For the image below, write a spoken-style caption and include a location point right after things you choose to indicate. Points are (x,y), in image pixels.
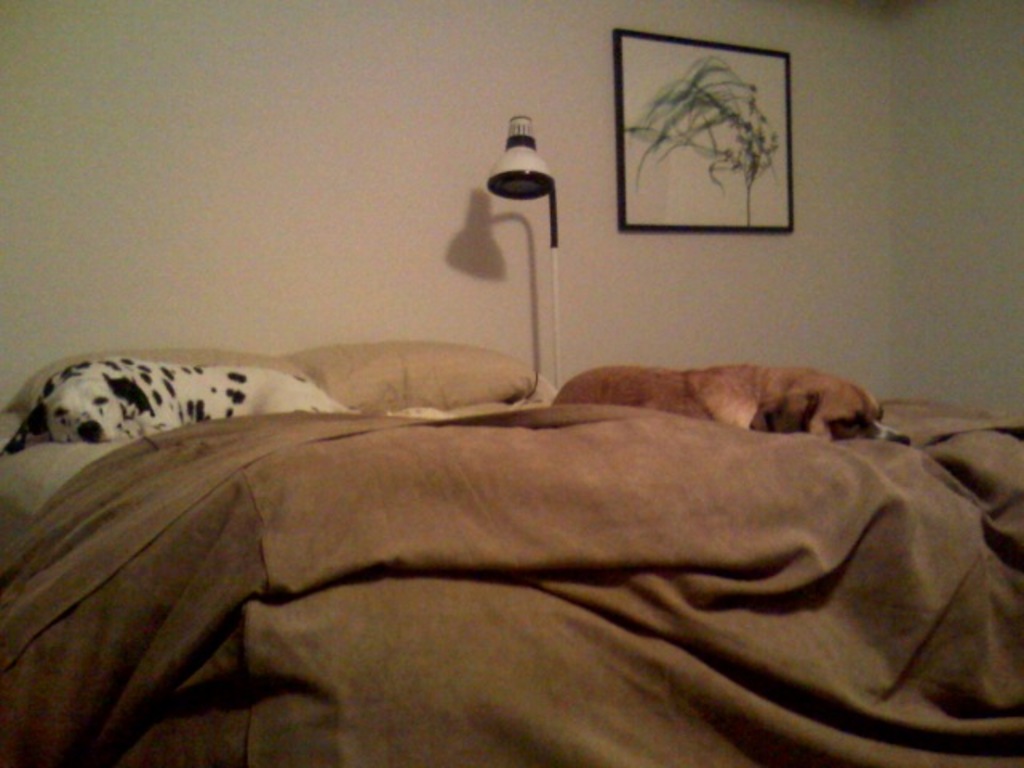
In the image we can see there is a bed (428,569) on which there is a blanket (635,557) and there are two dogs (565,389) which are sleeping. One dog (175,392) is in black and white colour and another dog (671,390) is in brown colour. There is a photo frame (667,199) on the wall (581,136) and the wall (404,152) is in white colour and there is a floor lamp (550,180) behind the bed (521,434).
